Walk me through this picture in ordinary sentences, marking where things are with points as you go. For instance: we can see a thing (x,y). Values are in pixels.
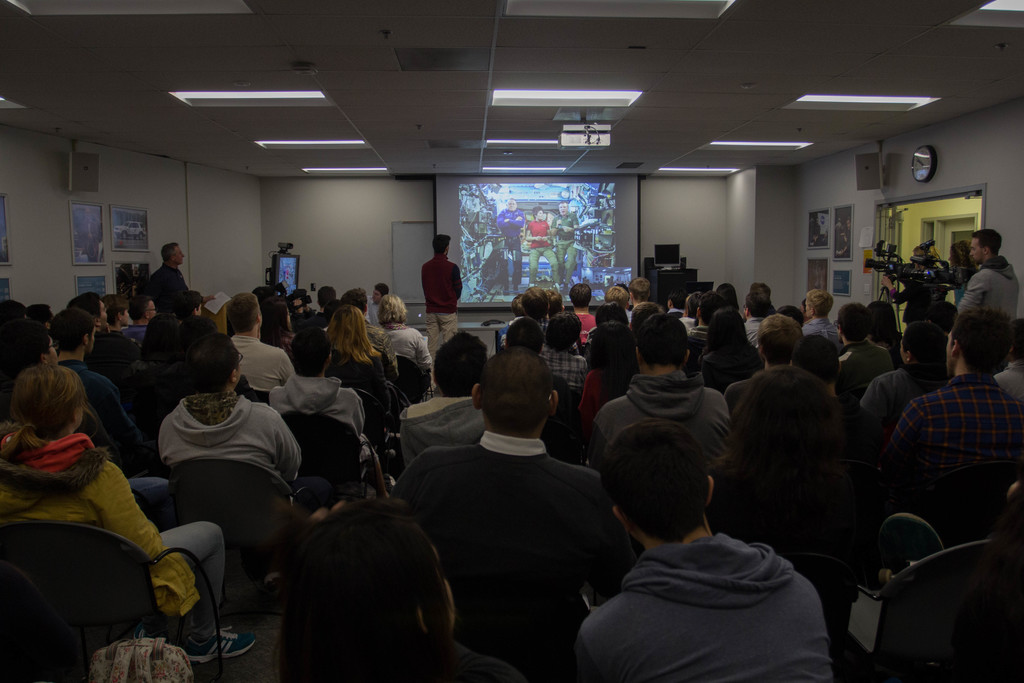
In this image there are people (817,324) sitting and some of them are standing. On the right (902,280) there is a camera (921,274) placed on the stand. We can see a computer (668,258) placed on the stand (692,276) and there is a speaker (650,261). There is a door (980,208) and we can see frames (86,215) placed on the wall (110,229). At the top (525,227) there are lights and we can see a screen (496,241).
